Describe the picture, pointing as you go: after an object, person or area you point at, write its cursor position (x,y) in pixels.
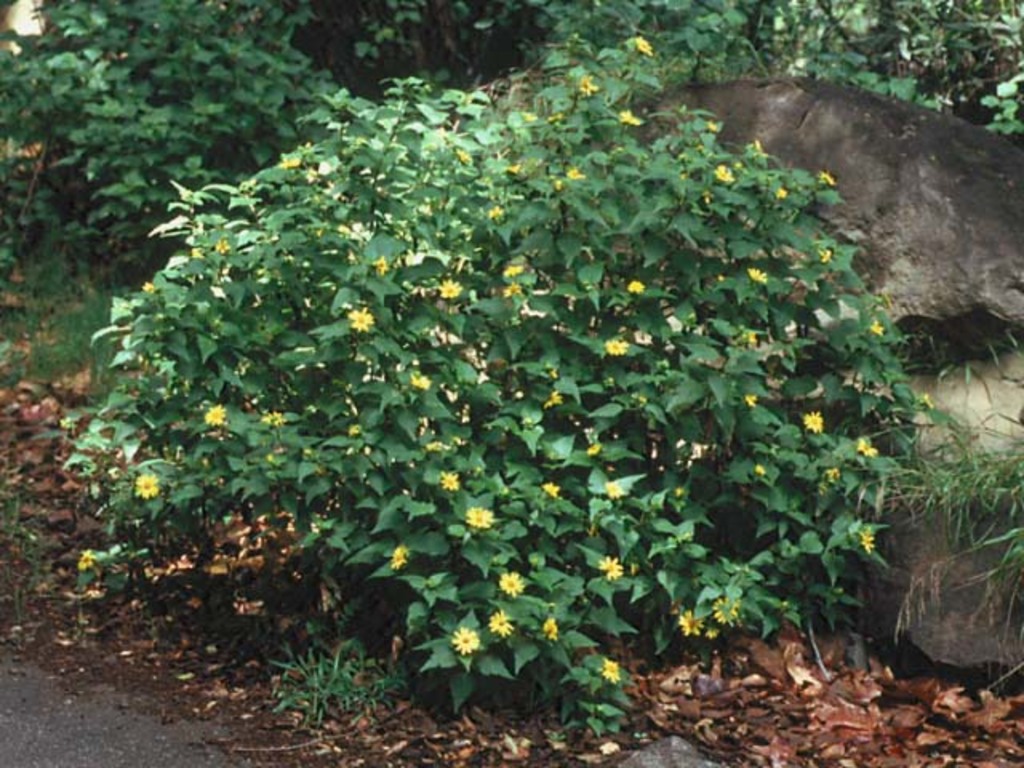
In the image there are few flowering plants (434,381) and also some grass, behind the plants (760,227) on the right side (809,103) there is a rock (920,533).
